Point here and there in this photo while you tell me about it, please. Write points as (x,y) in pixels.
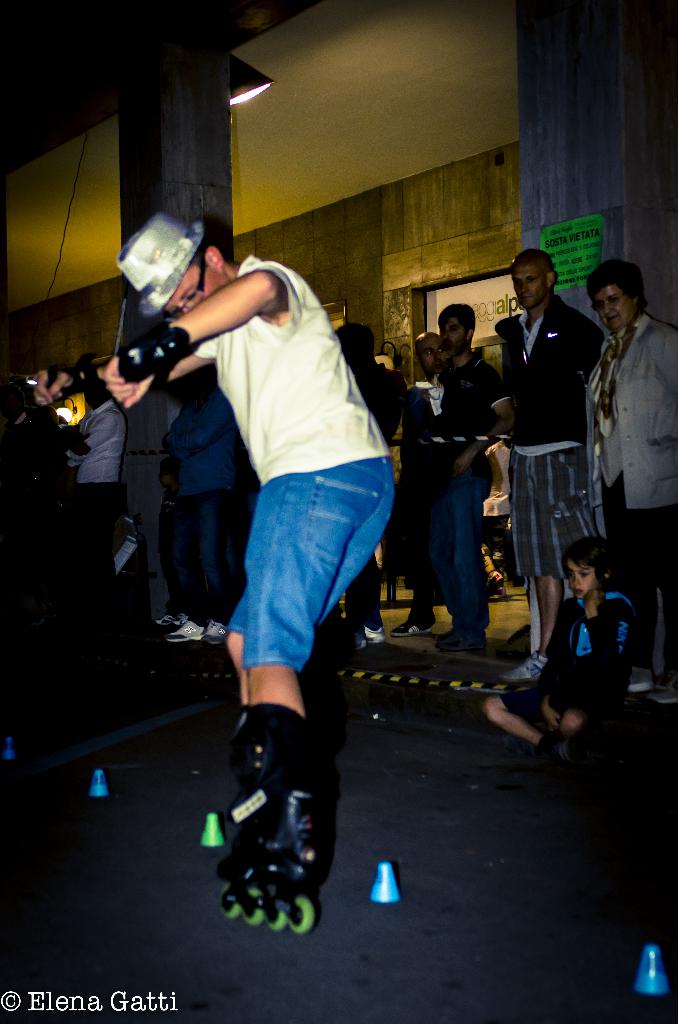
In the picture I can see people (466,556) standing on the floor (426,645) among them the man (102,378) in the front (252,586) is doing skating on the floor (227,932). Here I can see lights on the pillar (231,199), ceiling (292,109), wall (444,216) and some other objects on the floor (377,967). On the bottom left side of the image (11,996) I can see a watermark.
